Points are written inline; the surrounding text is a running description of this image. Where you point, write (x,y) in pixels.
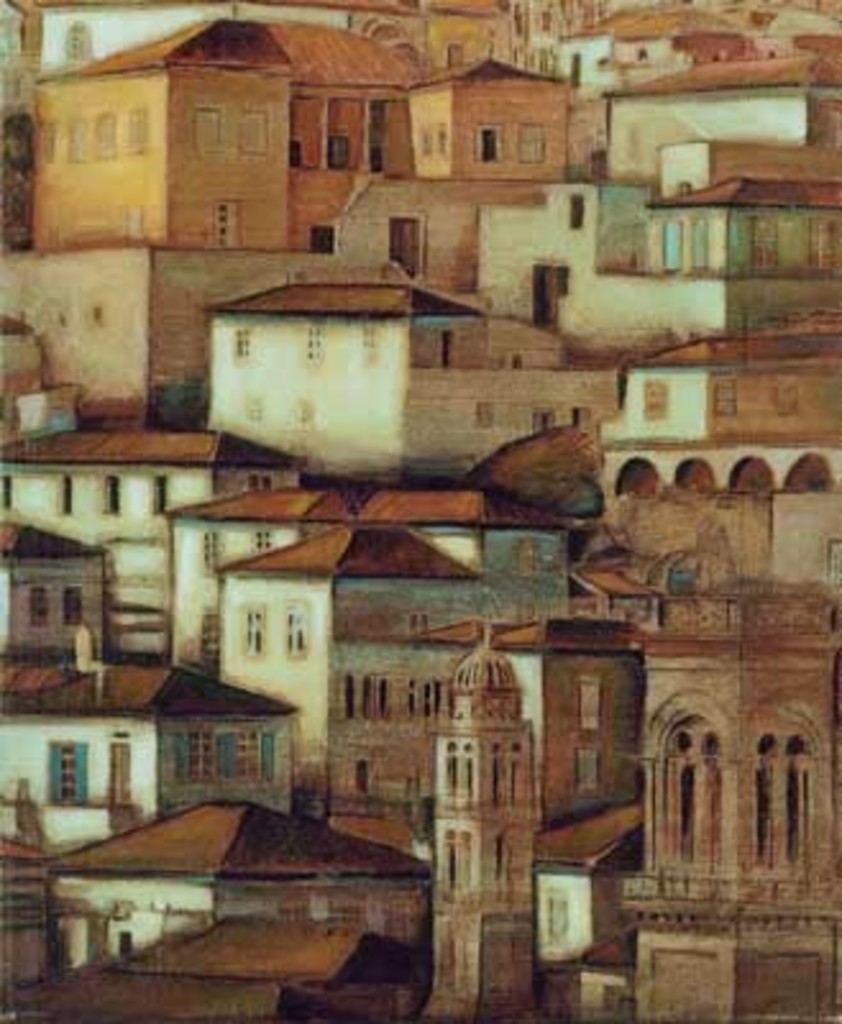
In this picture I can see there is a painting (234,524) and there are some buildings (346,446) here.
